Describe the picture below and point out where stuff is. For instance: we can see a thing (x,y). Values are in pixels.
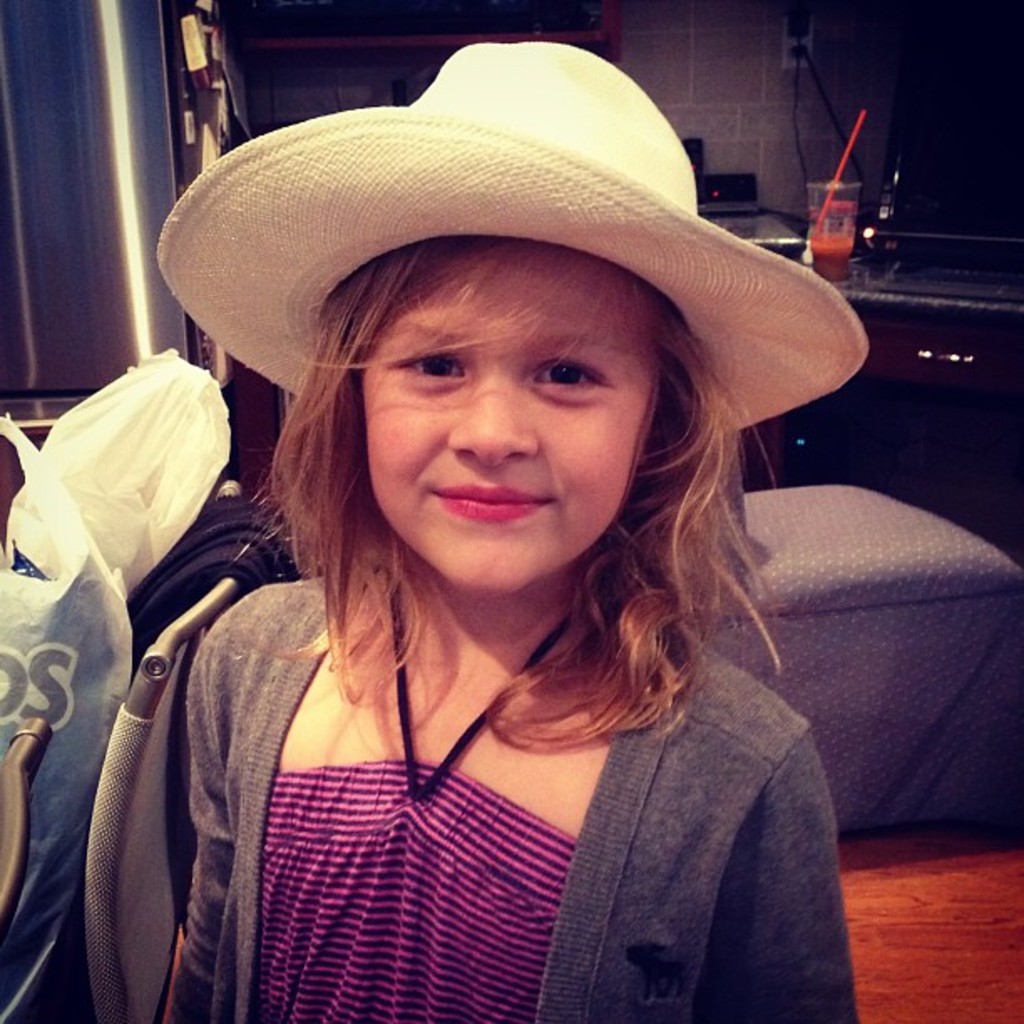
In the image I can see a kid (461,722) who is wearing the hat (300,216) and behind there is a desk (926,276) on which there is a glass (827,239) and also I can see a chair (141,673) and some other things (172,594).
